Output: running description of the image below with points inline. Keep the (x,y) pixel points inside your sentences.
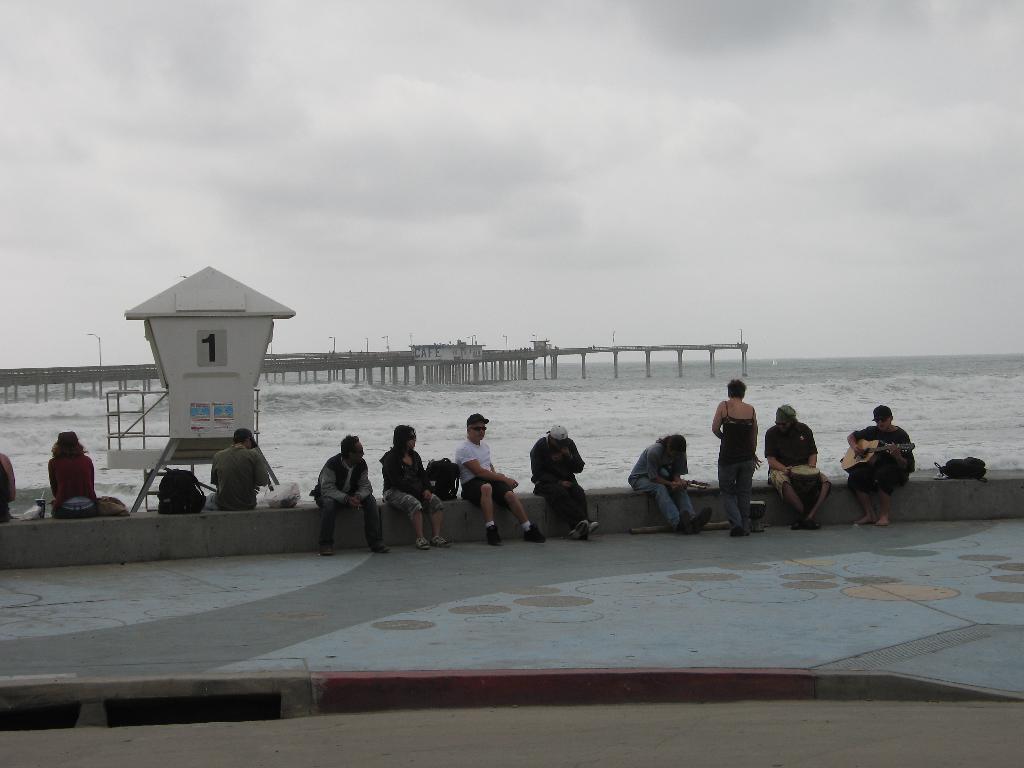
In the foreground of this picture (531,468), there are people (563,474) sitting near the sea (917,433). In the background (863,391), we can see the sea (441,386), dock (466,369), poles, and the cloud (499,175).
